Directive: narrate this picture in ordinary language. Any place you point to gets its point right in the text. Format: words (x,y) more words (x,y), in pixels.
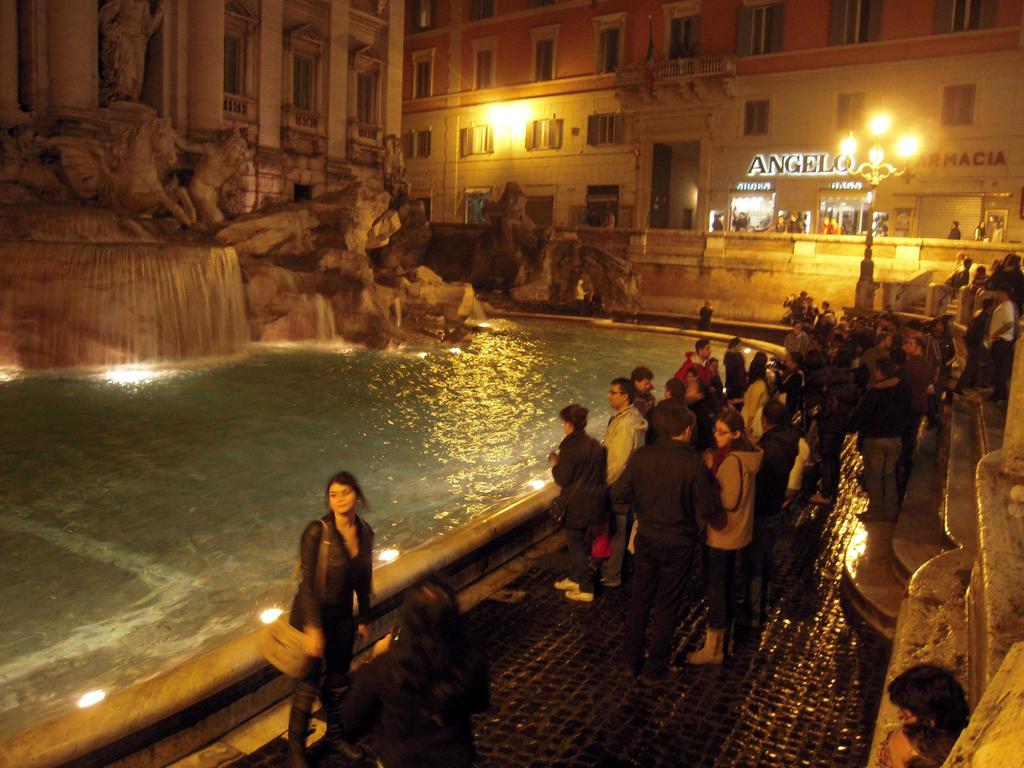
There are many people (687,481) standing and there are water (515,391) in front of them and there are buildings (336,91) in the background (356,70).
